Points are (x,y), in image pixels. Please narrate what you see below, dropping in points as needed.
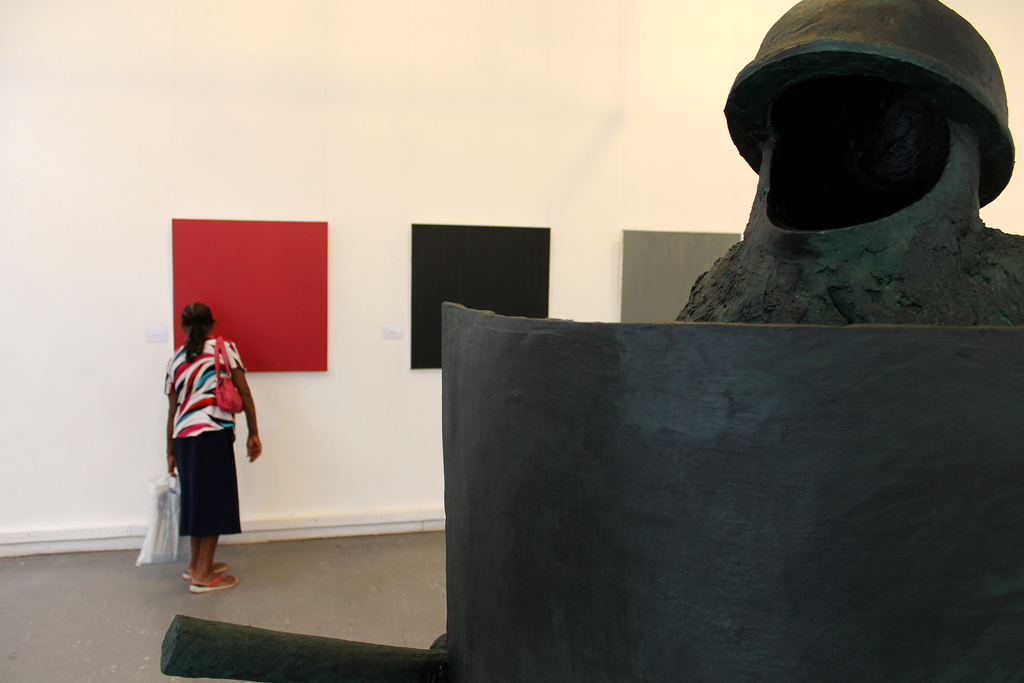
In this picture we can see sculpture (488,627). There is a person (183,377) standing and holding a cover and carrying a bag (222,393). We can see colorful boards (477,260) on the wall (616,144).
